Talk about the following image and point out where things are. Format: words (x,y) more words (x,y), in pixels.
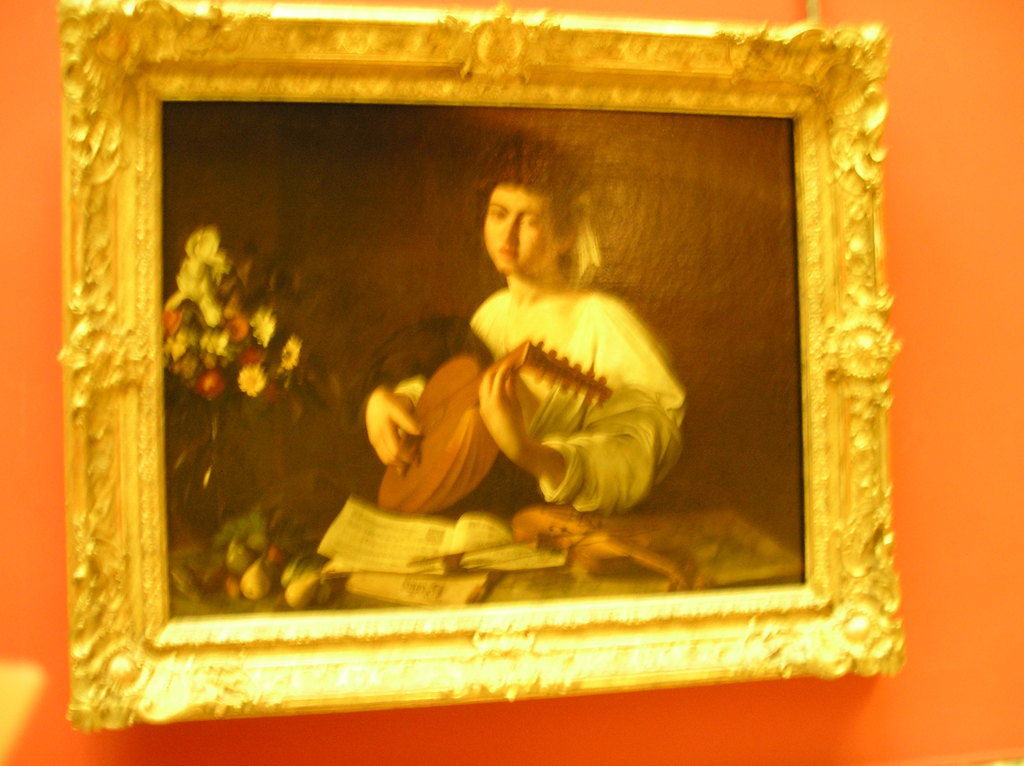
In the image there is a painting (211,225) of a woman (524,271) with books (409,531) and flower vase (206,267) in front of her on a orange color wall (981,551).
